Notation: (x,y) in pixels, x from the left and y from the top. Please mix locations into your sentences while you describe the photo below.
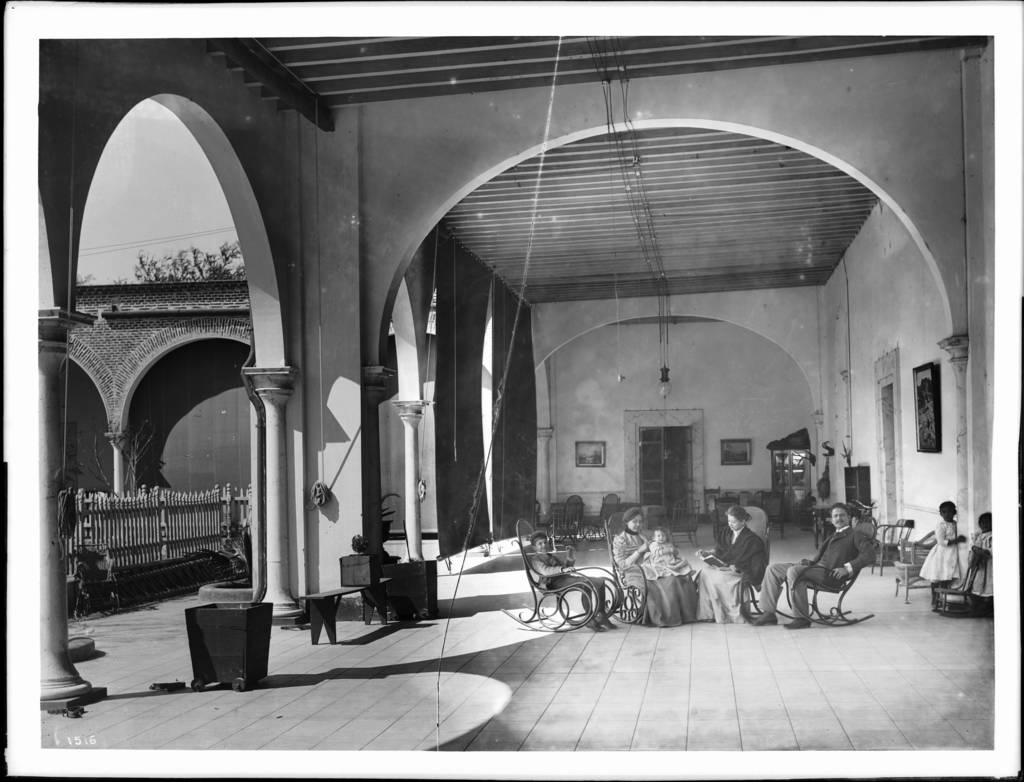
This is a black and white image. In this image we can see persons (845,508) sitting on the chairs (823,620) and children (927,576) standing on the floor (746,682), trolleys (248,644), grills (176,559), wall hanging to the wall (866,428), trees (235,277), cables (153,243) and sky (112,151).
